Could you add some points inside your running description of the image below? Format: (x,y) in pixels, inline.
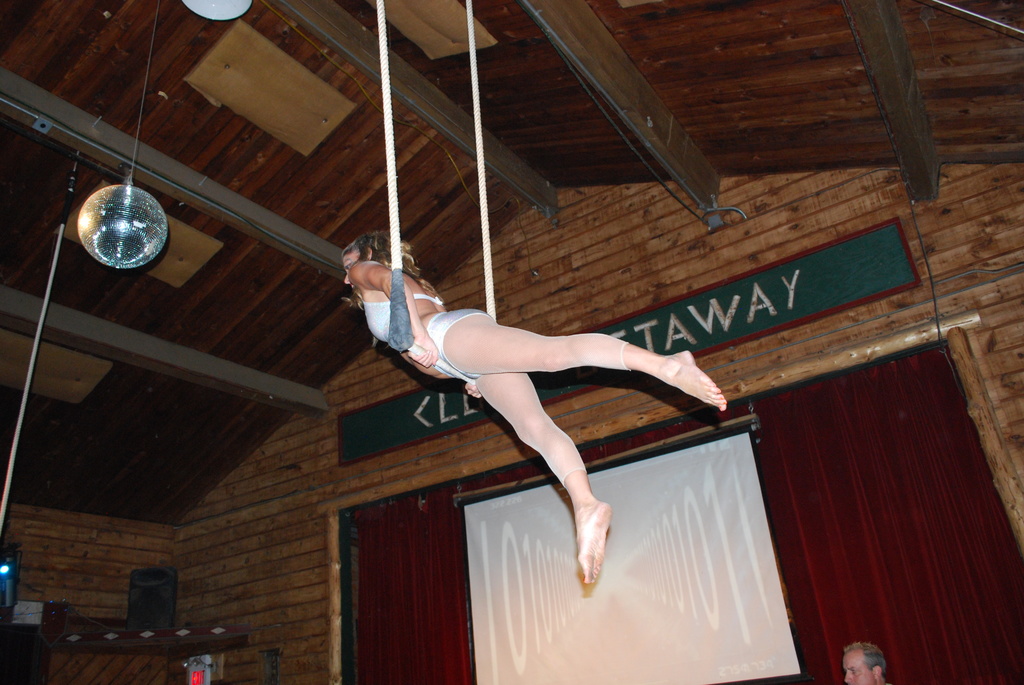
In the image there is a lady (423,334) holding the rod (453,373) and she is stretched out in the air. And also there are ropes (406,336). At the top of the image (425,59) there is ceiling (396,26) with wooden poles (895,62) and roofs (404,38). And also there are few things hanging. At the bottom of the image (867,660) there is a head (854,670) of a person (866,660). And also there is a screen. Behind the screen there is a curtain (441,539). And on the left side of the image (126,631) there is a cupboard (92,645) with few things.
